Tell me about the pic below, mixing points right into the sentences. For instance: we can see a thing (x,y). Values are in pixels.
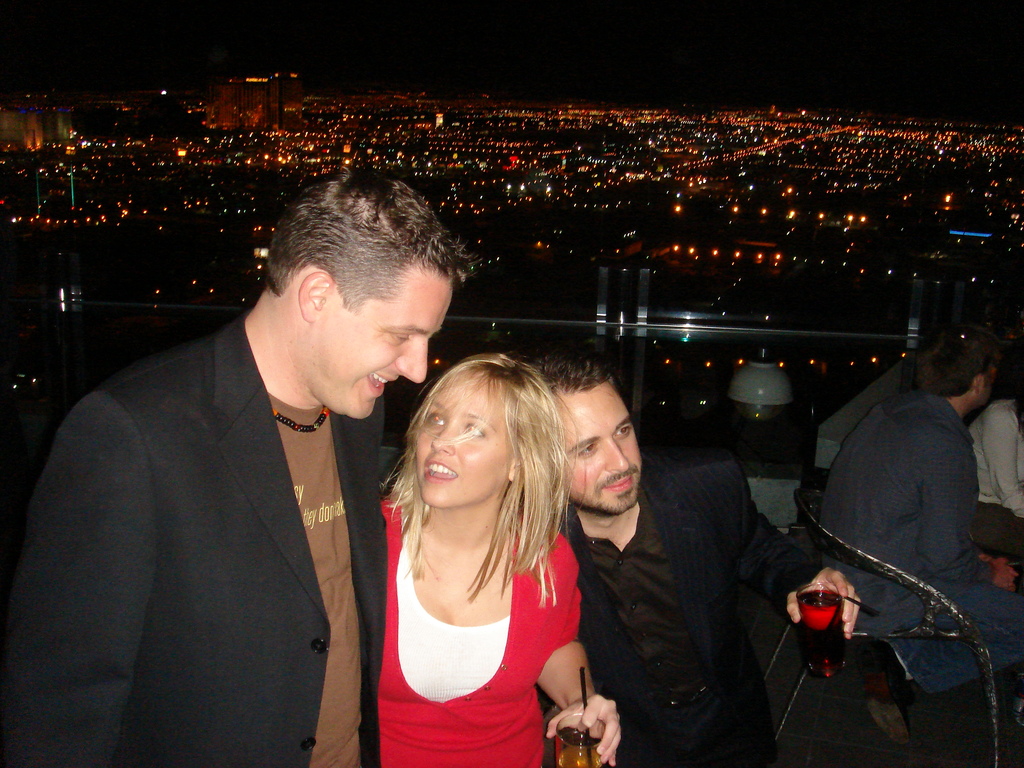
In this picture we can see three people (686,538) are smiling, some people (959,450) are sitting on chairs (771,662), glasses (800,608) with drinks (800,608), straws (849,600) in it and in the background (650,412) we can see buildings (58,134), lights (833,182), some objects (589,330) and it is dark.
